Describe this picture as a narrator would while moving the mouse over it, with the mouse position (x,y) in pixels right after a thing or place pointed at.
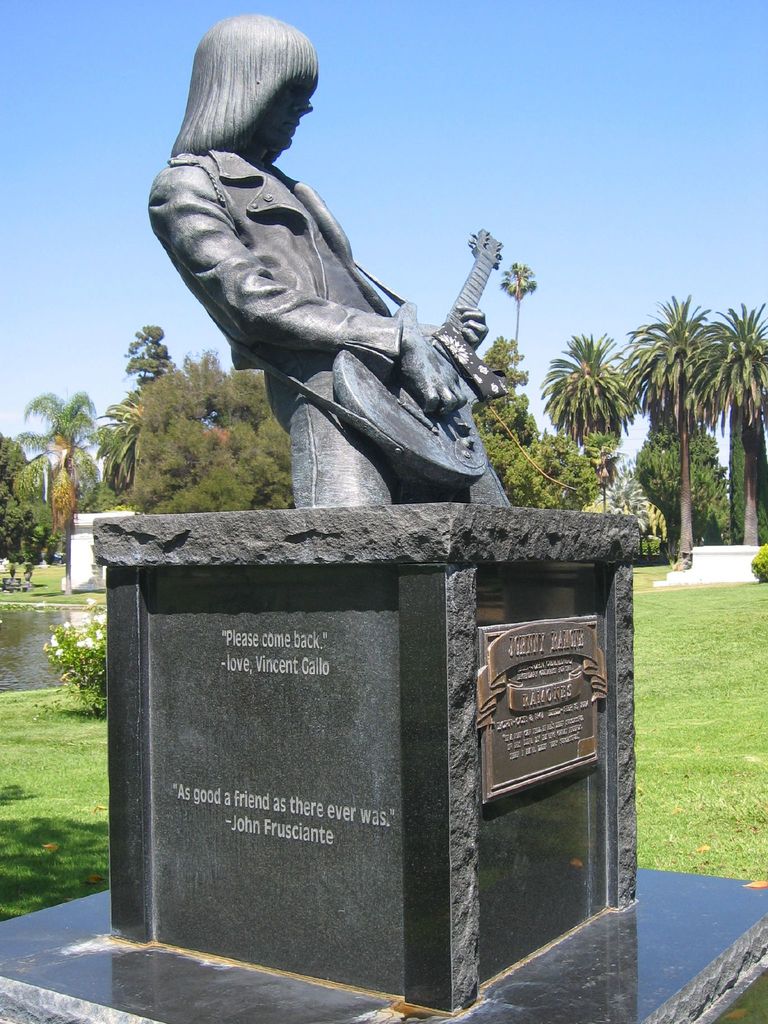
In the center of the image (299,352) we can see a statue (230,265). We can also see some text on its stand (159,766). On the backside (514,352) we can see a group of trees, water (31,642) and the sky (493,125) which looks clear.
